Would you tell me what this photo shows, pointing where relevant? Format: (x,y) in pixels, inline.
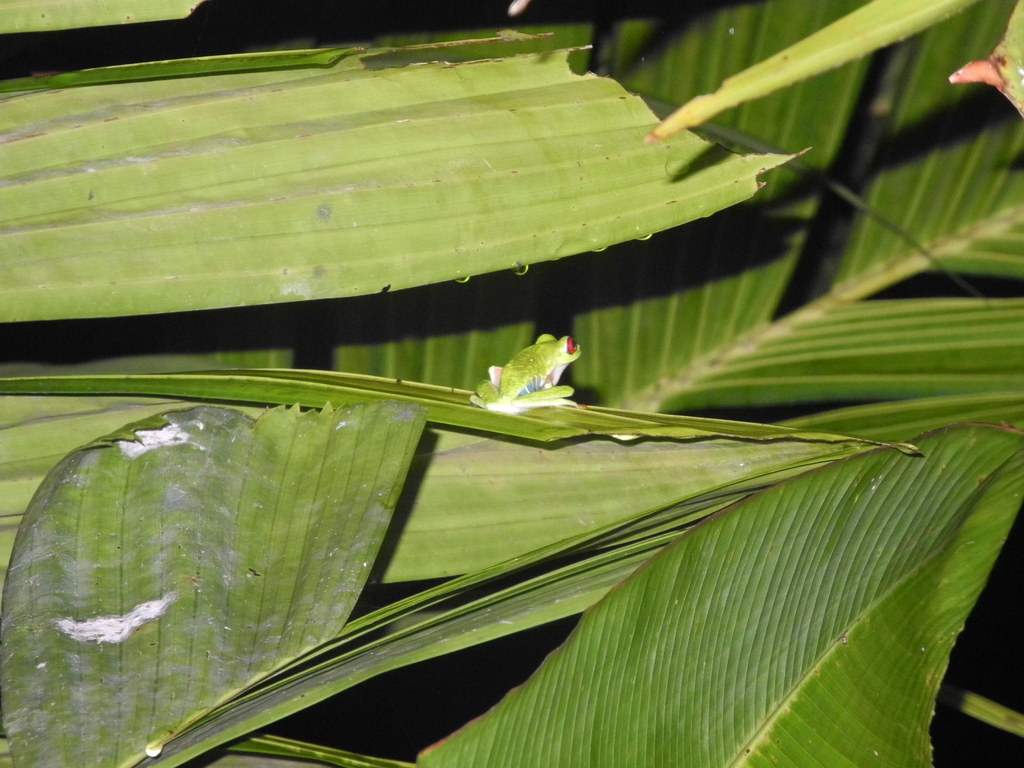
In this picture there is a frog (562,365) in the center of the image (546,359), on a leaf (462,414) and there are leaves (369,396) around the area of the image.
